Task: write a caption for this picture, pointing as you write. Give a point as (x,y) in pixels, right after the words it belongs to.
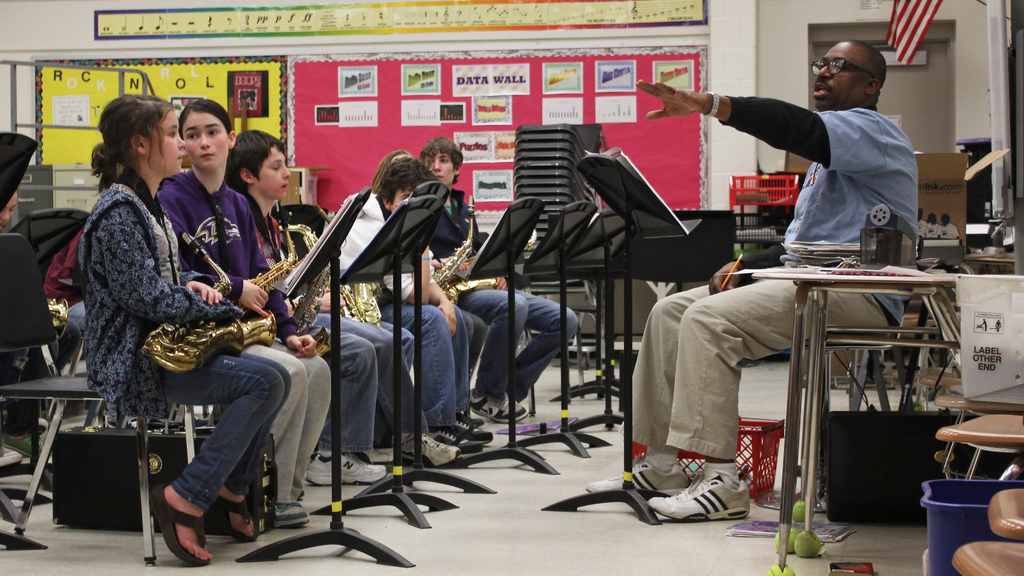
In this image we can see the people (454,447) sitting on the chairs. We can also see the papers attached to the black color stands (654,494). On the right (945,502) we can see the blue color bin (963,517), table (925,290), poster (998,337), cardboard box (956,188) and also the flag (896,39) in the background (910,10). We can also see the poster (609,66) and also the door (909,117). At the bottom (510,503) we can see the floor (740,549) and also the red color basket (771,459).
